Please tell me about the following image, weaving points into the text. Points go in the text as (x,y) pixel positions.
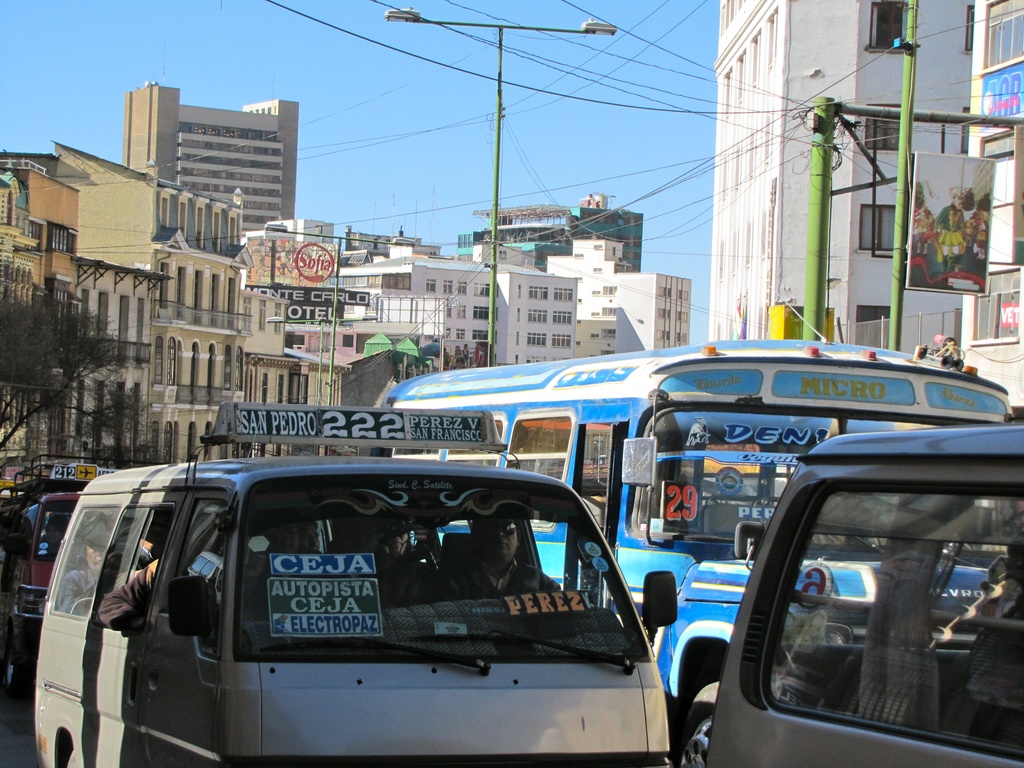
In this image we can see vehicles (549,429) with text (303,432) and numbers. Also there are people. In the back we can see light pole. Also there are boards (950,214) with poles (902,252). And we can see electric pole (830,156) with wires (657,193). In the background (47,334) there is a tree (95,332). Also there are buildings (417,241) with windows (629,237). And there is sky (510,91).
